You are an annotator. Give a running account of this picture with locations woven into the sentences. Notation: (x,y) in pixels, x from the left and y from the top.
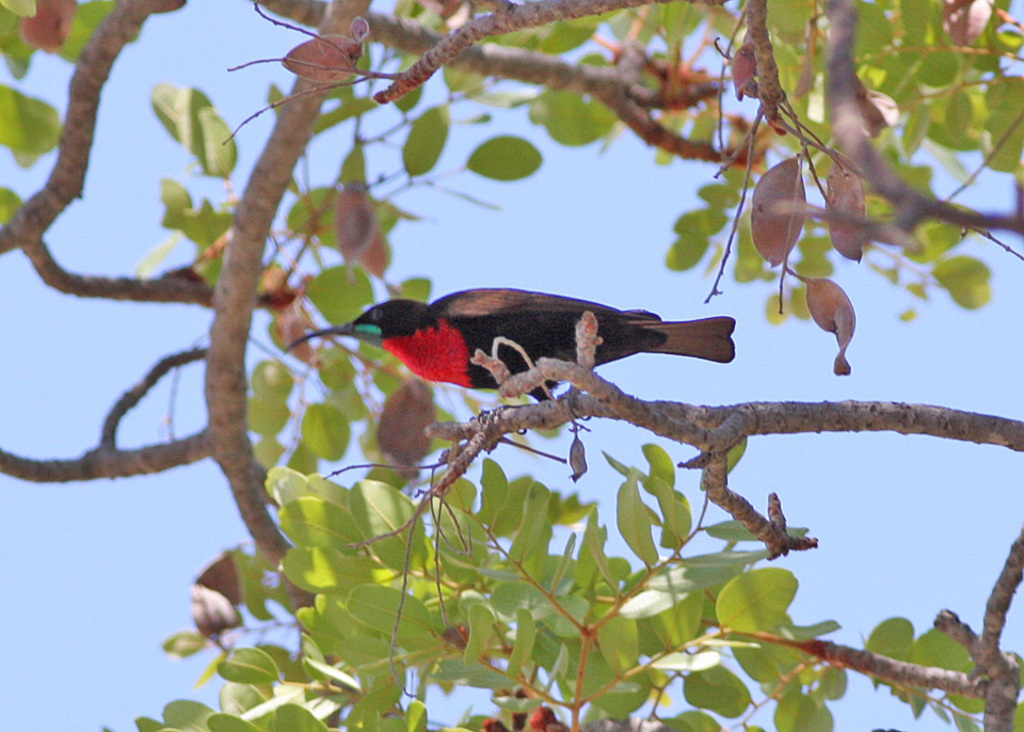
In the image we can see there is a bird (468,339) sitting on the tree (581,398).
